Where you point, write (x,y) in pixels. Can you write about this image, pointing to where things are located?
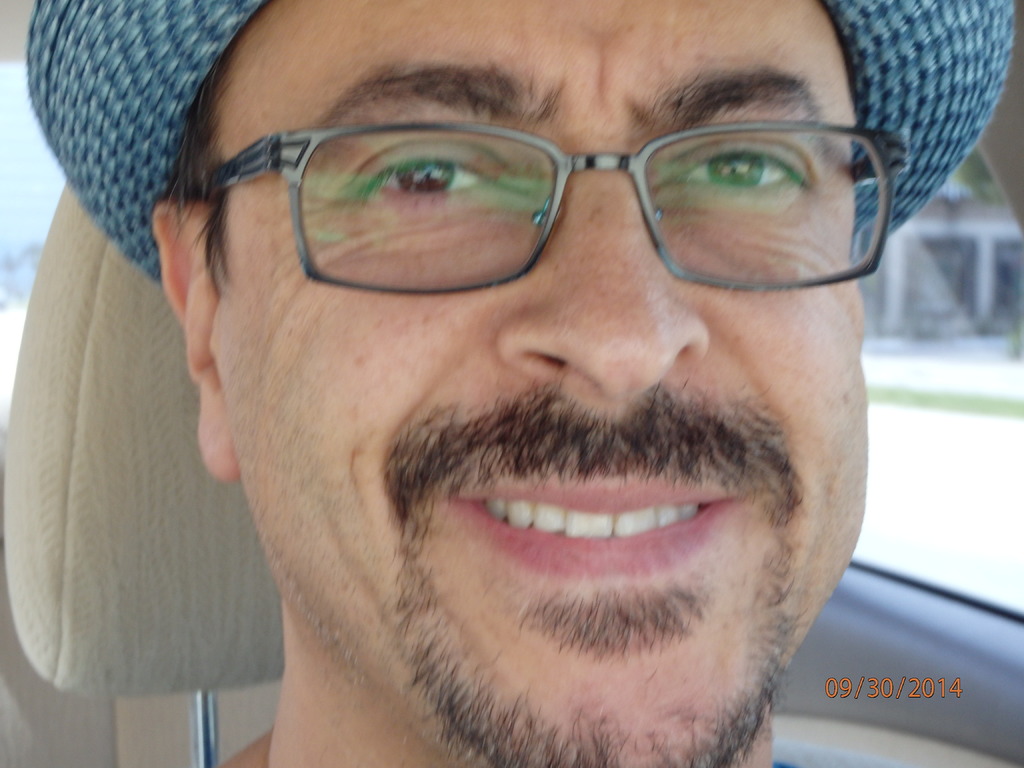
In this picture there is a man (950,33) with hat (940,84) is sitting inside the vehicle (823,738) and smiling. Behind the window (939,406) there is a building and there is a tree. At the top left (27,152) there is sky (43,179). At the bottom (996,557) there is a road (921,487) and there is grass (992,413).
